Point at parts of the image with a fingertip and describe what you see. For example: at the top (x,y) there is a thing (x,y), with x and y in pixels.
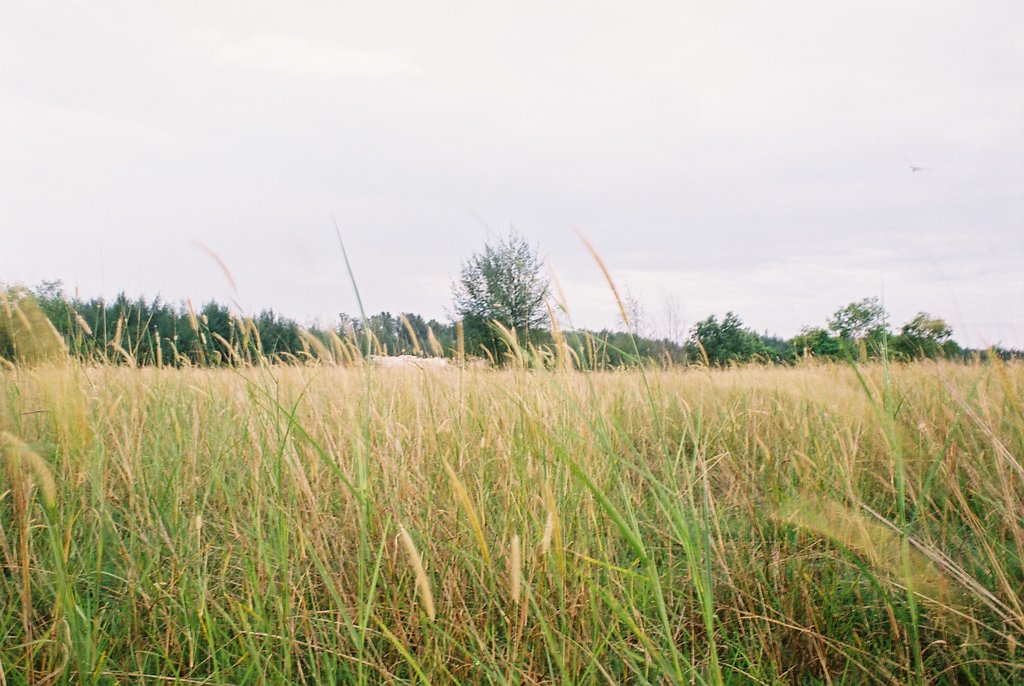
In the foreground of this image (506,499), there is a grass (533,432) and in the middle of the picture (542,347), we see few trees (500,347). On top (301,85), there is the sky (456,126).
